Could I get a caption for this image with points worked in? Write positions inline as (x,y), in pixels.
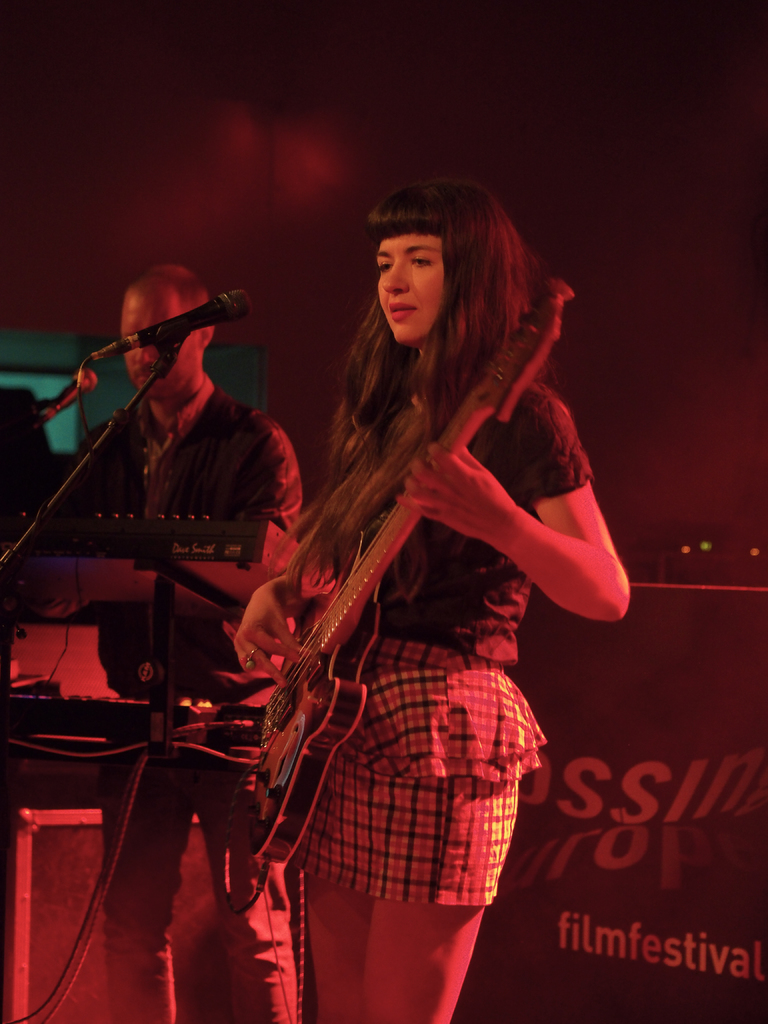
This picture shows a woman (341,445) standing and playing guitar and we see a microphone (237,298) in front of her and we see a man (101,507) standing and playing piano (117,545) on the side and we see a hoarding (747,715) on their back.
